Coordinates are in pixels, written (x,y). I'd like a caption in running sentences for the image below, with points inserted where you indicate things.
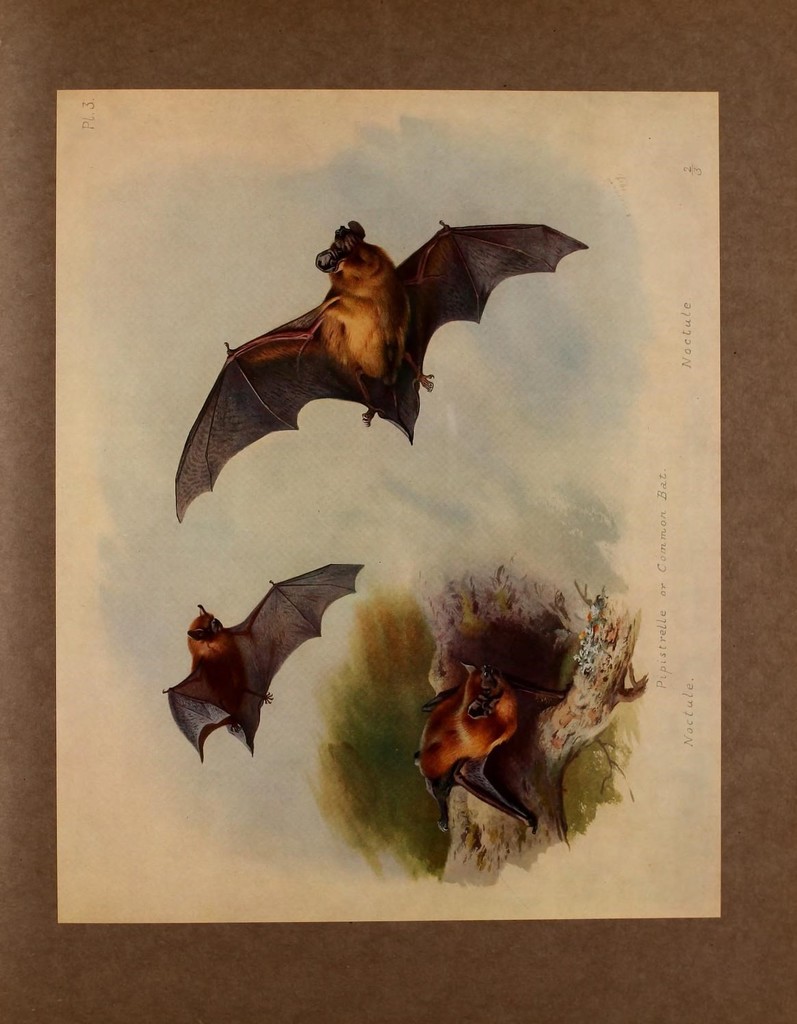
The picture is a painting. In the picture there are bats (499,271) and trunk (473,817) of a tree (455,651). The picture has a brown border (777,266).
